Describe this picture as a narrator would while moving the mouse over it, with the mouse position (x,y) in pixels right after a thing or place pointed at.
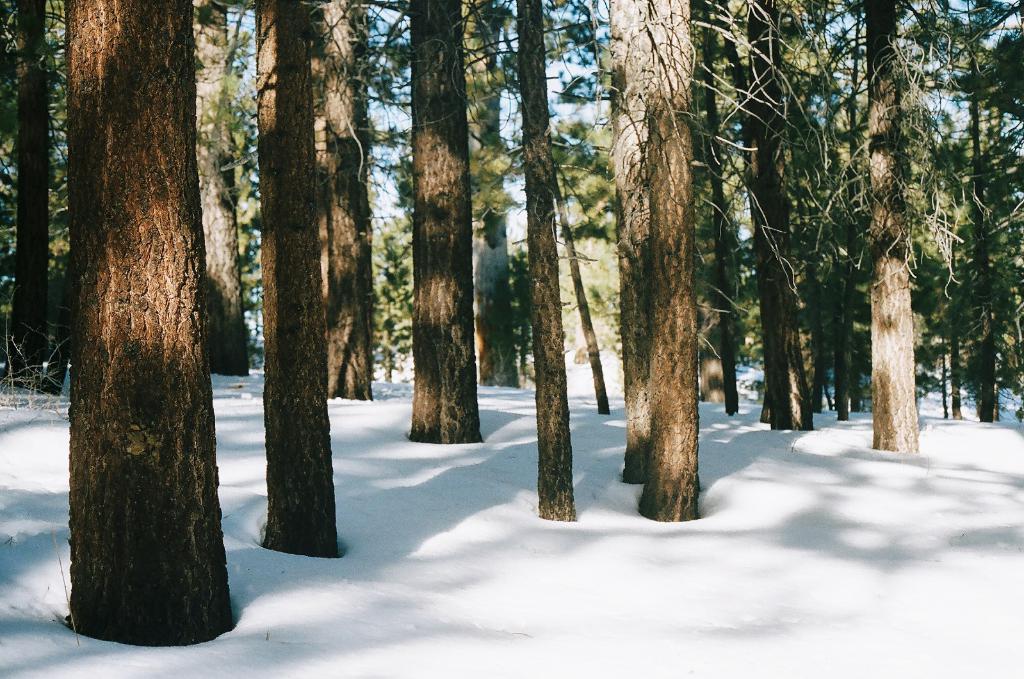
In this image we can see sky (387,170), trees (647,199) and snow (443,476).
